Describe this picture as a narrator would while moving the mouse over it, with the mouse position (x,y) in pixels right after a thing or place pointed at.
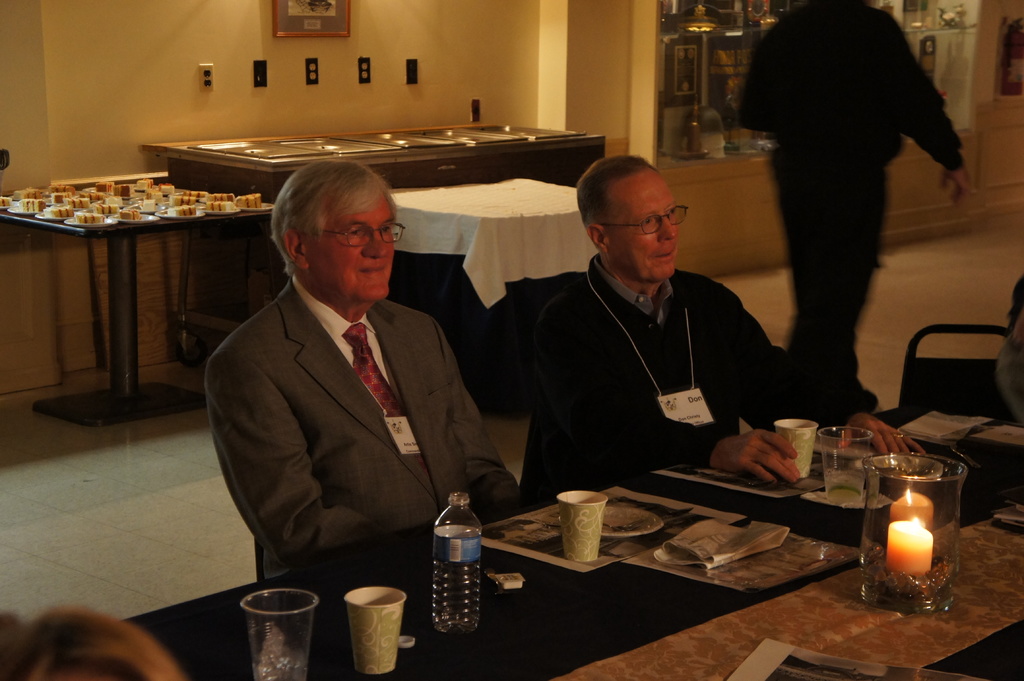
In this image we can see two persons (462,420) sitting near the table (783,508). On the table (686,578) we can see glasses (357,634), water bottle (444,620), plates (619,518) and candle (905,524). In the background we can see a table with food items (88,201) and photo frames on wall (255,36).
